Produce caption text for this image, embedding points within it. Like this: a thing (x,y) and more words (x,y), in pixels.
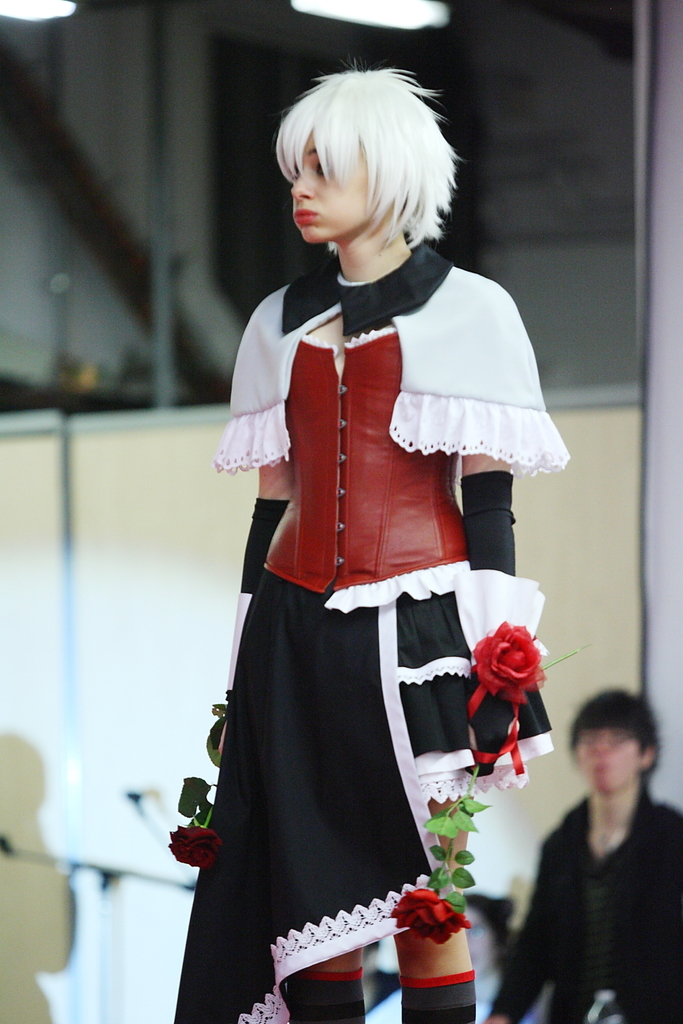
In this image I can see a woman (379,244) wearing a costume (363,430) which is white, black and brown in color and holding few flowers (464,806) which are red in color in her hand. In the background (541,945) I can see a person (573,857) wearing black dress (566,872), the cream colored surface (541,836) and few other objects (153,163).
